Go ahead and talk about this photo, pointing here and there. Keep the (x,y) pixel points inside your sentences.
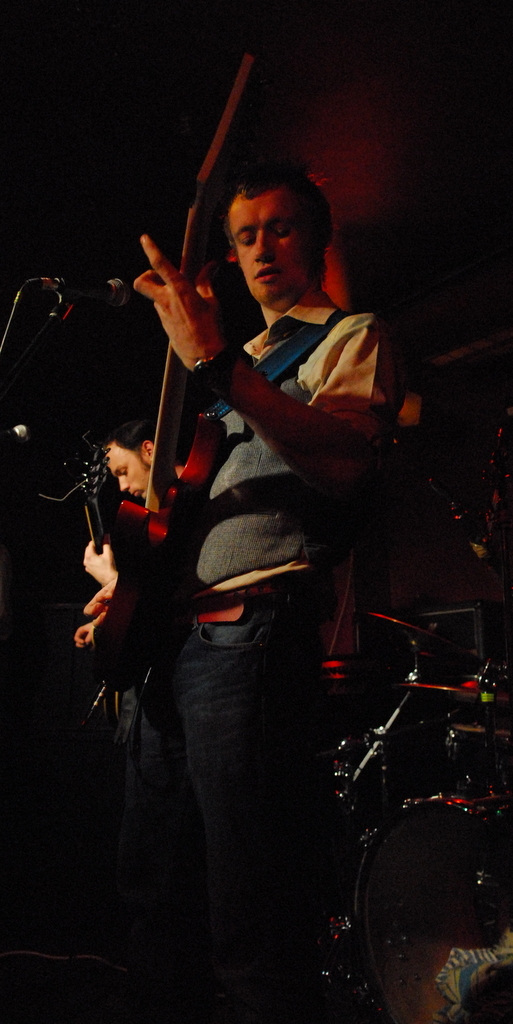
In this picture we can see a man (190,641) standing and playing a guitar (160,560), there is a microphone (78,294) in front of him, in the background (134,476) we can see another person (130,482), there is a dark background (92,104).
